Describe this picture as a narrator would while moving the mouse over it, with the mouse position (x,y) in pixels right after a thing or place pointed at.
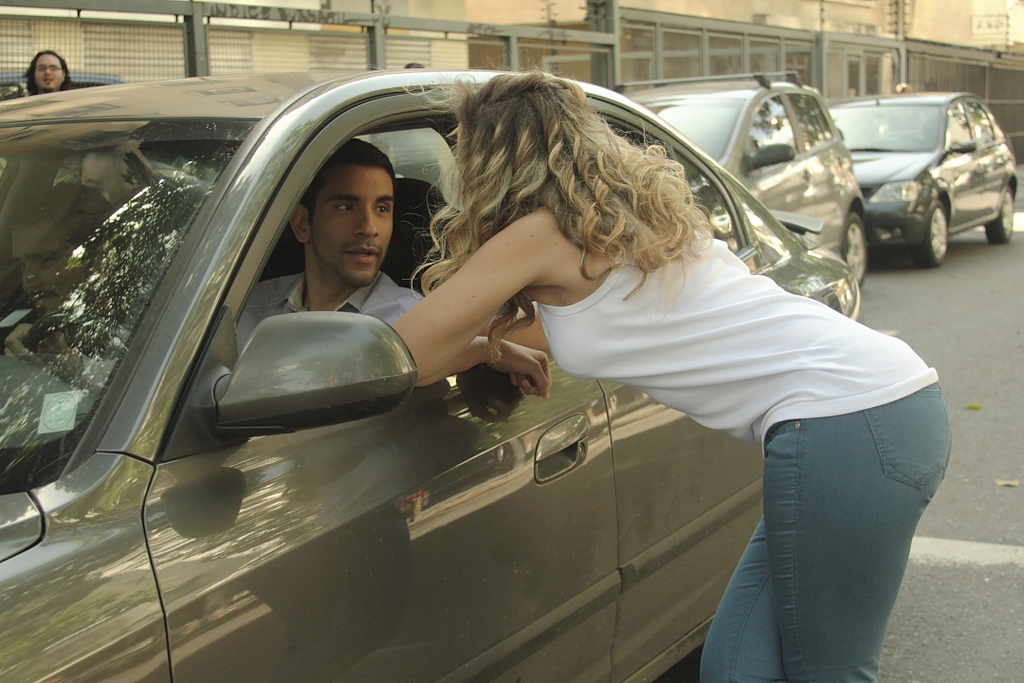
In this picture there is a woman (769,558) standing near the door (471,510) of a car (497,535) and talking with this man (308,262) he is looking at her and in the background (124,68) there are some buildings (291,48) and some other vehicles (901,170).
